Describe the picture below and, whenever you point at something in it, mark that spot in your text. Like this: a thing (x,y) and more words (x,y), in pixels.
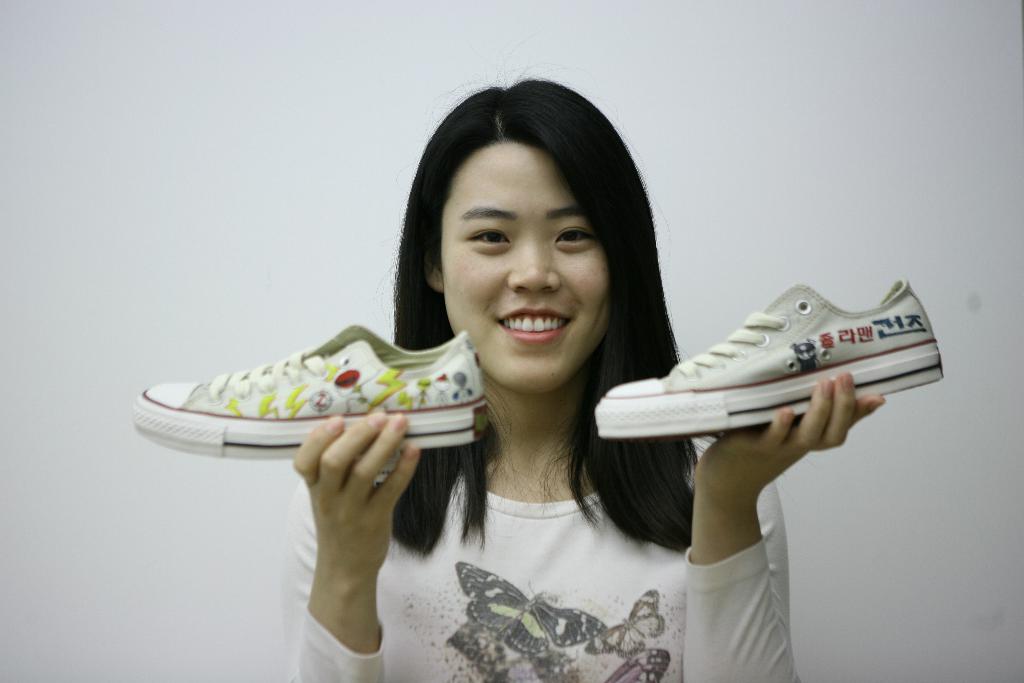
In this image there is a girl (476,469) with a smile (531,329) on her face (516,332) and she is holding a pair of shoes (736,427) in her hand (813,441), behind her there is a wall (122,226).
